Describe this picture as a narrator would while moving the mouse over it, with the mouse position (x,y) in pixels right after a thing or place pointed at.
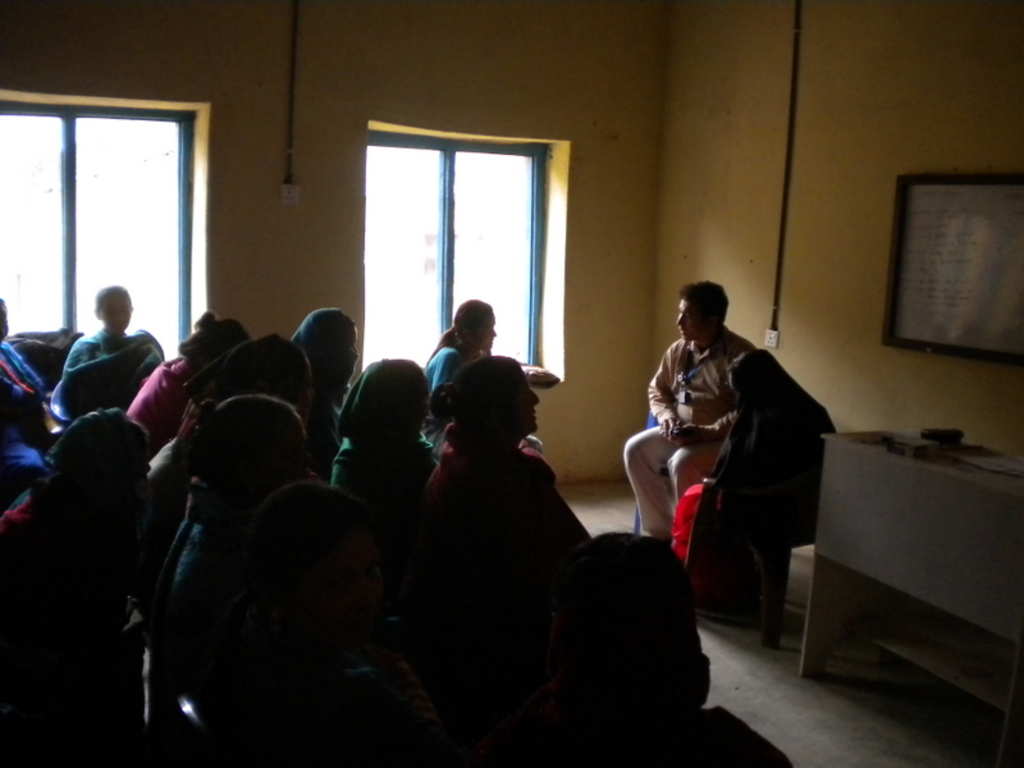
In this image there are people (361,585) sitting on the chairs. In front of them there are two other people (698,321) sitting on the chairs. Beside them there is a table (850,555). On top of it there are few objects (902,440). In the background of the image (889,218) there is a wall (947,98). There are glass windows (487,177). At the bottom of the image (897,725) there is a floor (884,722).
